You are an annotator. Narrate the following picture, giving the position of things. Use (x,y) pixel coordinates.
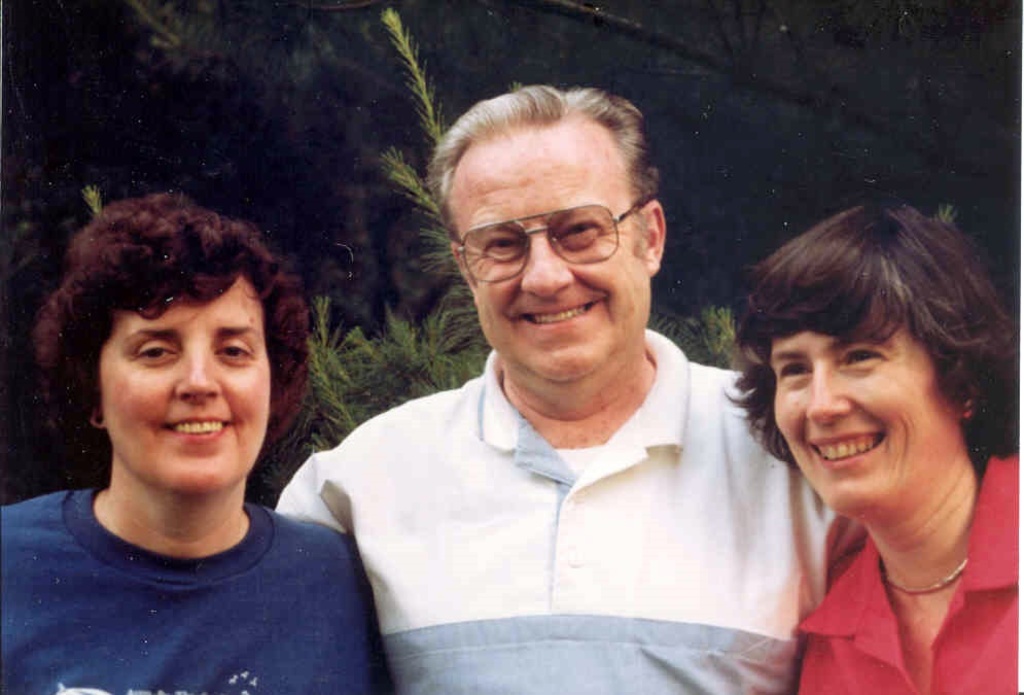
In this image I can see three persons (631,400). One person (616,374) is wearing spectacles (484,237). In the background (880,133) I can see few trees (387,211).
